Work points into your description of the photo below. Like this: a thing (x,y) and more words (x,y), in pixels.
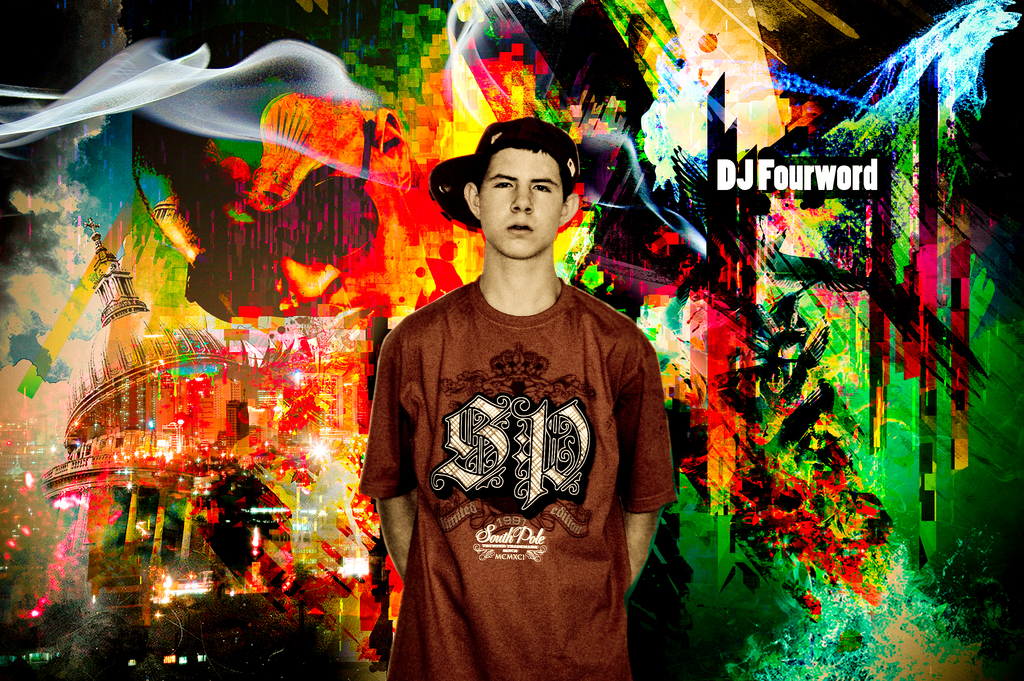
This man (503,203) is standing and wore a cap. Painting (671,289) on the wall (631,91). Here we can see watermark (790,180).
